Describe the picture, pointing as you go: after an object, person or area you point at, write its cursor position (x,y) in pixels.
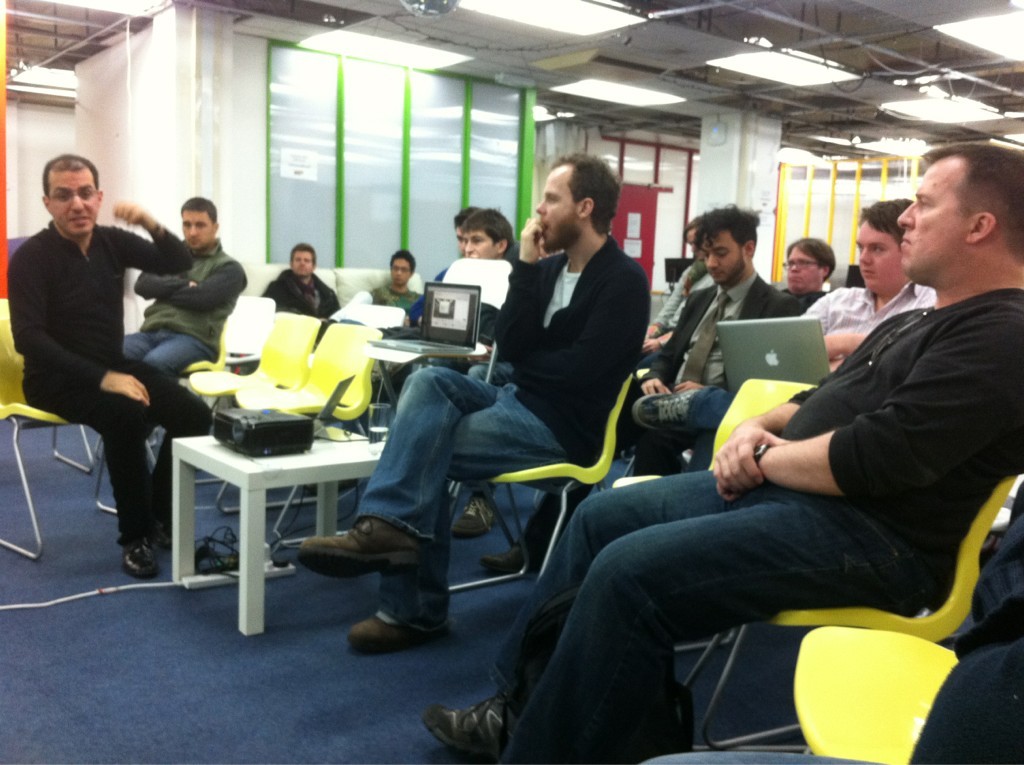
As we can see in the image there is a white color wall (164,76), few people (495,211) sitting on chairs (861,666) and few of them are holding laptops (443,317) and there are tables (390,359). On table (323,451) there is a projector (263,442).
